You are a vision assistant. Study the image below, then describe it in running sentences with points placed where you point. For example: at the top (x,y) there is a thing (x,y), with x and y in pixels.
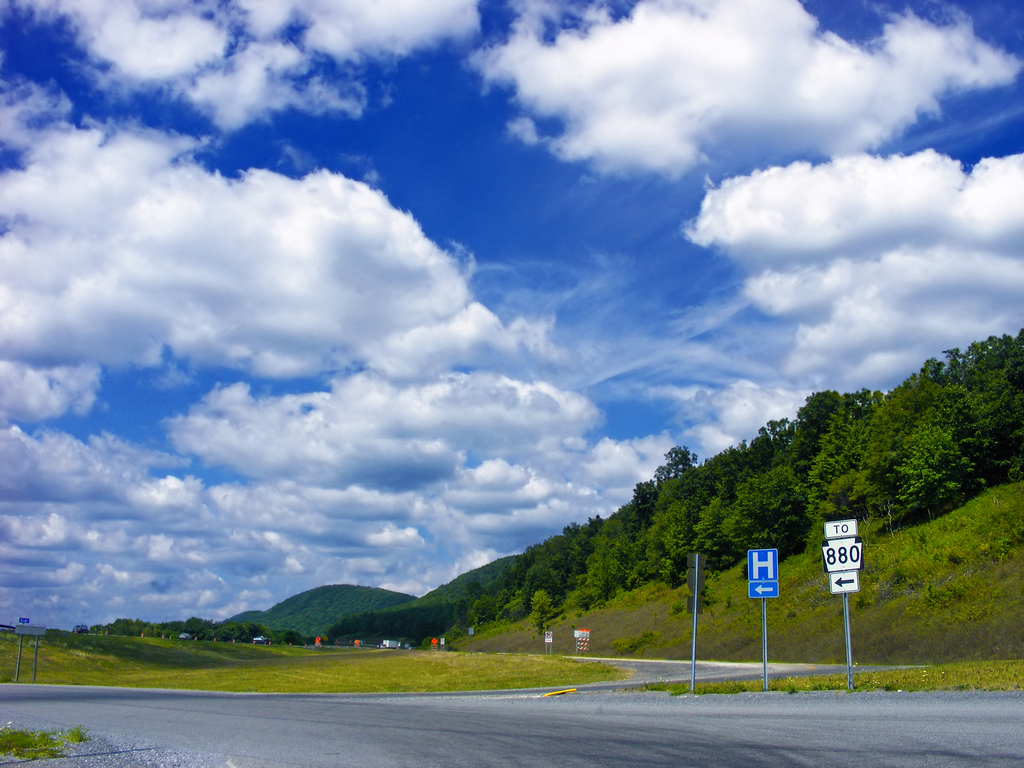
In this picture I can see the road (607,715), sign boards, grass (857,602) and around we can see the hills (910,500) with trees (758,481) and also we can see cloudy sky (187,484).
